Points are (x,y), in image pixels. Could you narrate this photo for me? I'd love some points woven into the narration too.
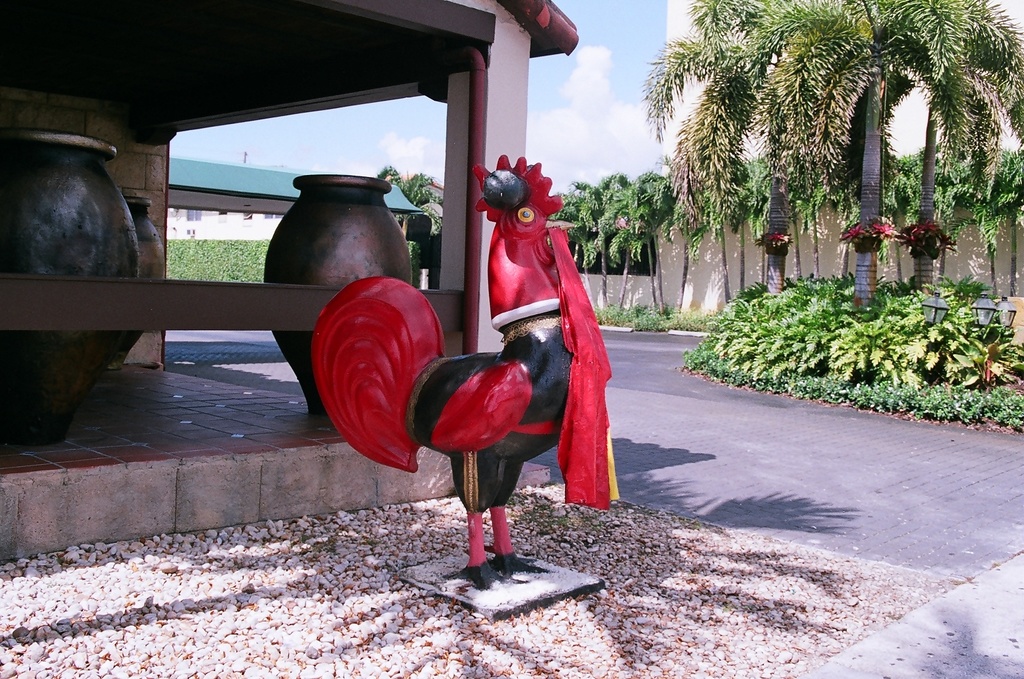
In this picture there is a statue (557,373) of a hen (545,391) which is in red and black color and there are trees (701,182) and buildings (183,219) in the background (235,227).
